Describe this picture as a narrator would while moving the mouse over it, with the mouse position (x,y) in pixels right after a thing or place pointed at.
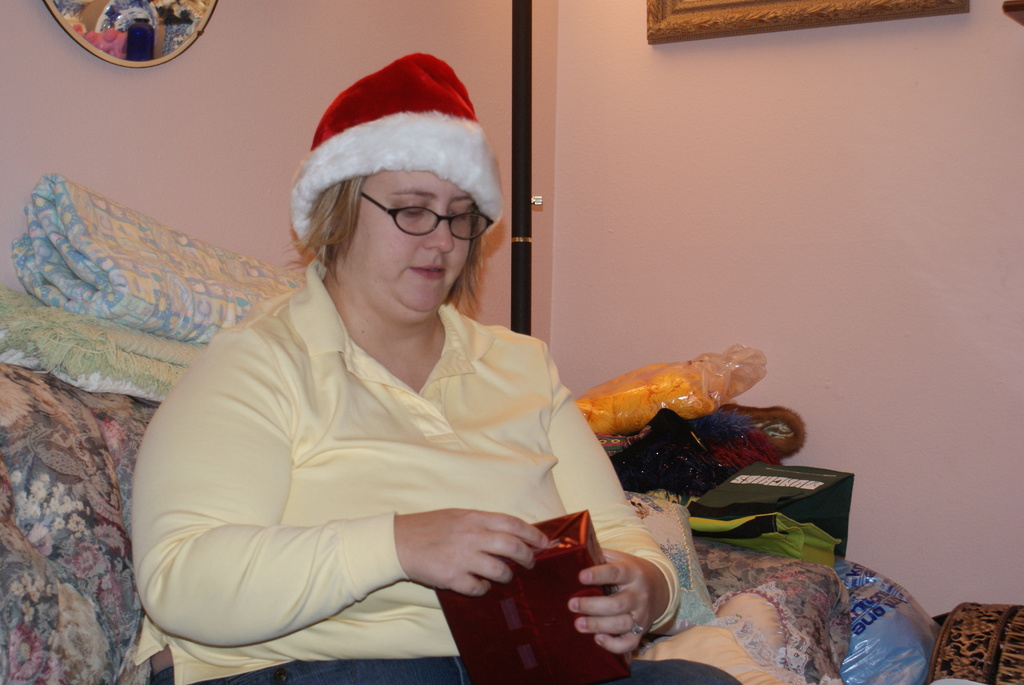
In the image there is a lady (378,307) with spectacles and a cap (425,126) on her head (383,251) is sitting on the sofa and she is holding a box (514,656) in her hands (427,561). Behind her there are few blankets (93,362) and also there is a black color pole (525,129). And beside her there are few items (657,503). There is a wall (805,53) with frames (720,17).
